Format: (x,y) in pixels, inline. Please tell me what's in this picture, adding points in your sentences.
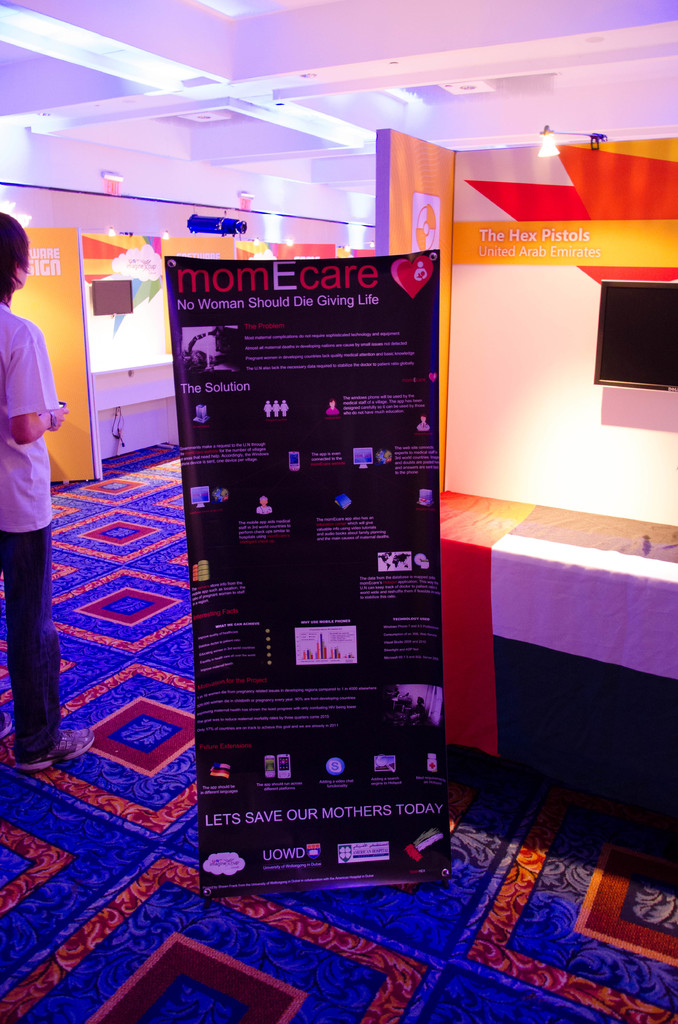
In this image we can see a person (17,465) standing on the floor (93,843), advertisement board (284,697), television screen (610,303) and a carpet (148,827).
